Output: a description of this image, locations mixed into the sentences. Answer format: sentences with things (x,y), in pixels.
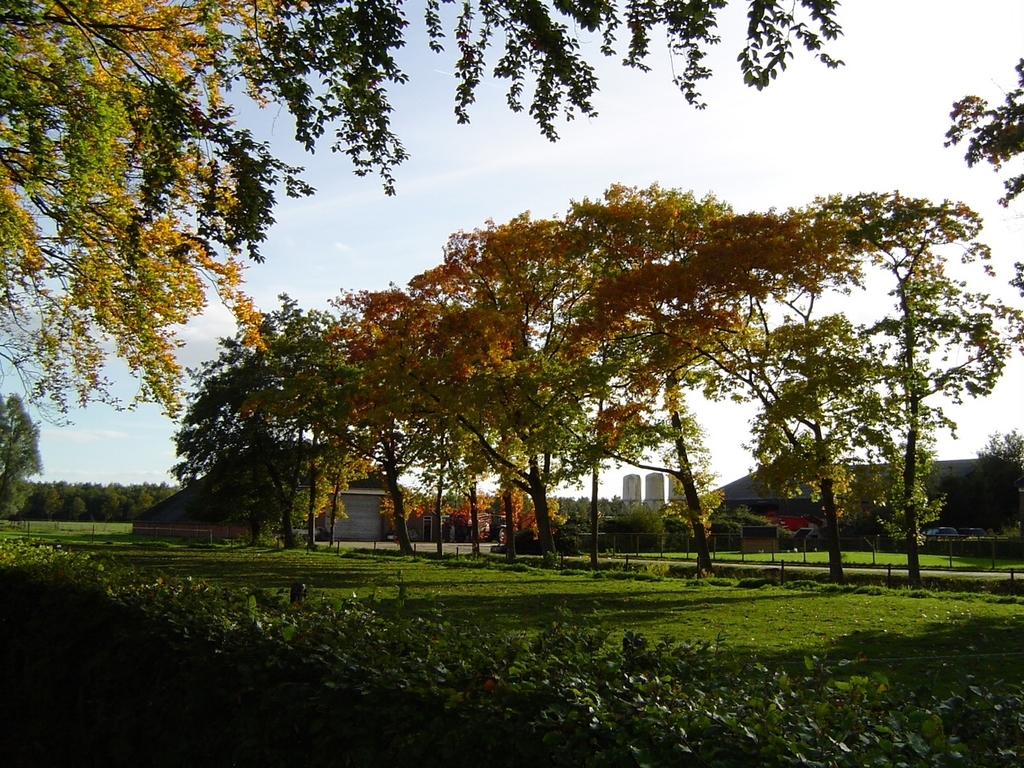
In this picture we can see some trees (447,394) here, at the bottom (717,592) there is grass (706,631) and some plants (376,621), we can see the sky (848,72) at the top of the picture (869,64).
